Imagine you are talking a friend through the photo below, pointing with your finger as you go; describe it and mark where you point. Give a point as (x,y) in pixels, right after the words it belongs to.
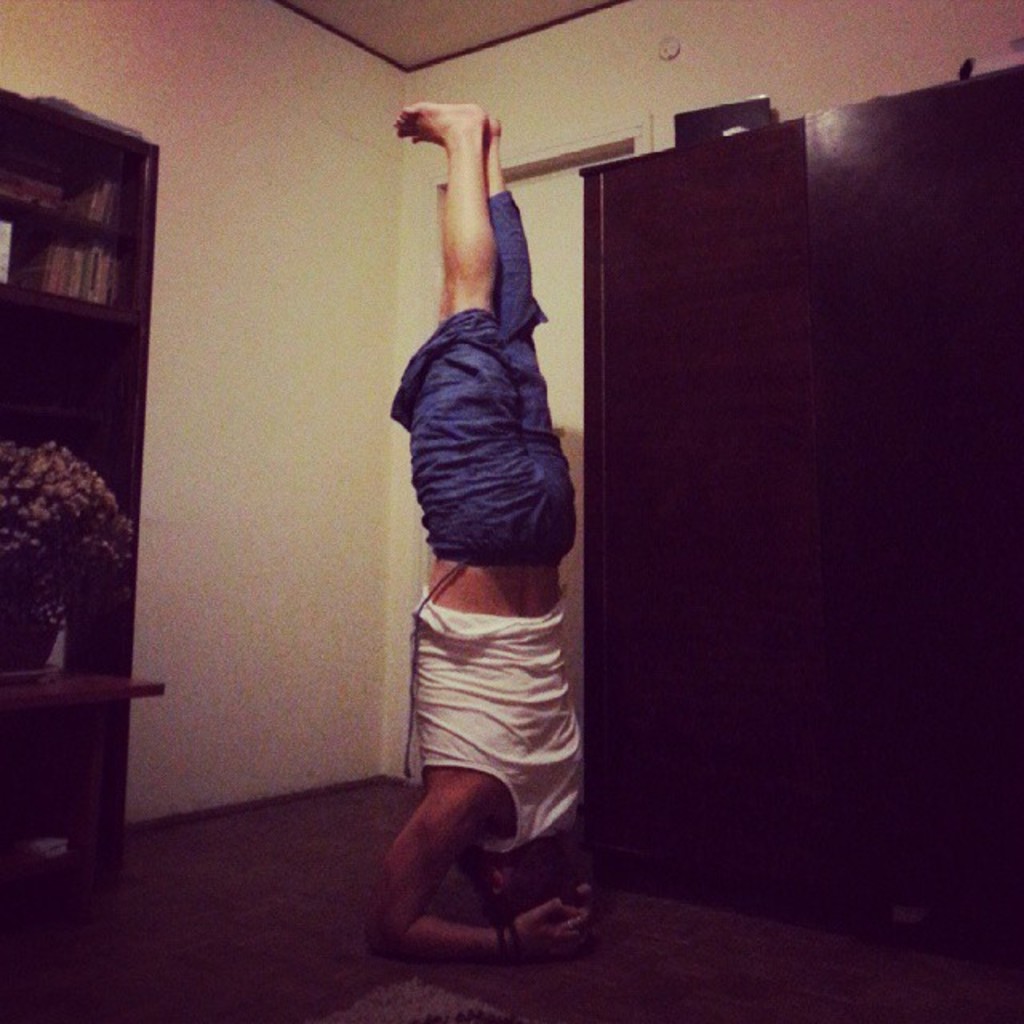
In the image we can see there is a person (512,492) standing upside down and he is doing exercise. Behind there are wardrobes (728,535) made up of wood (942,711).
